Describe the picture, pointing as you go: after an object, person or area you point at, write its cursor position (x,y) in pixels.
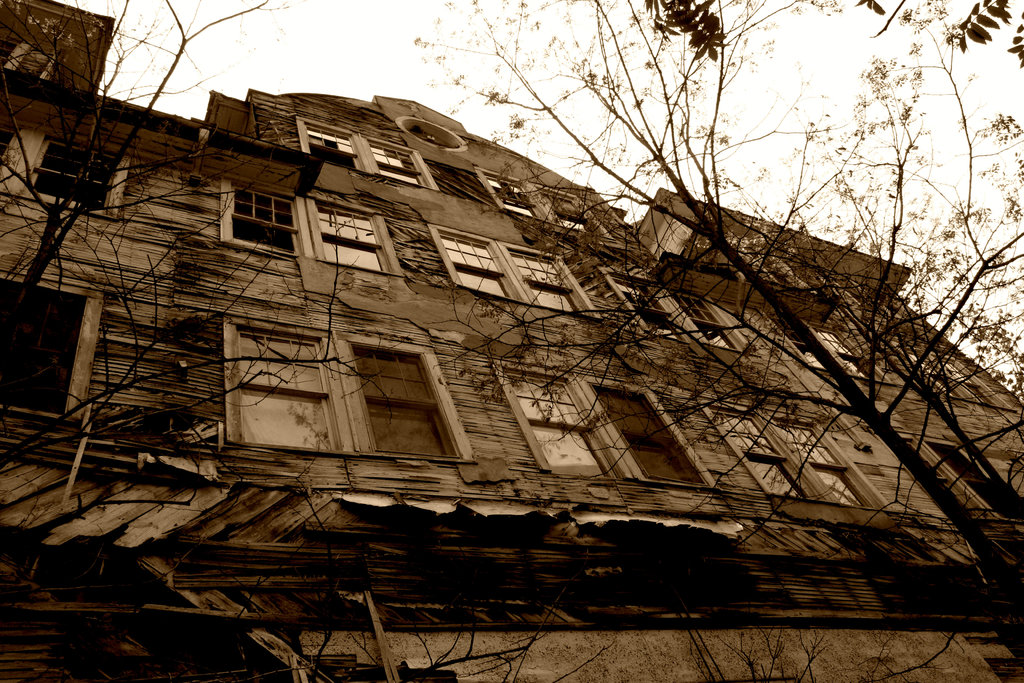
In this picture we can see a building (384,517). On the right (990,220) we can see trees (978,285). On the top (380,37) there is a sky (343,4).
